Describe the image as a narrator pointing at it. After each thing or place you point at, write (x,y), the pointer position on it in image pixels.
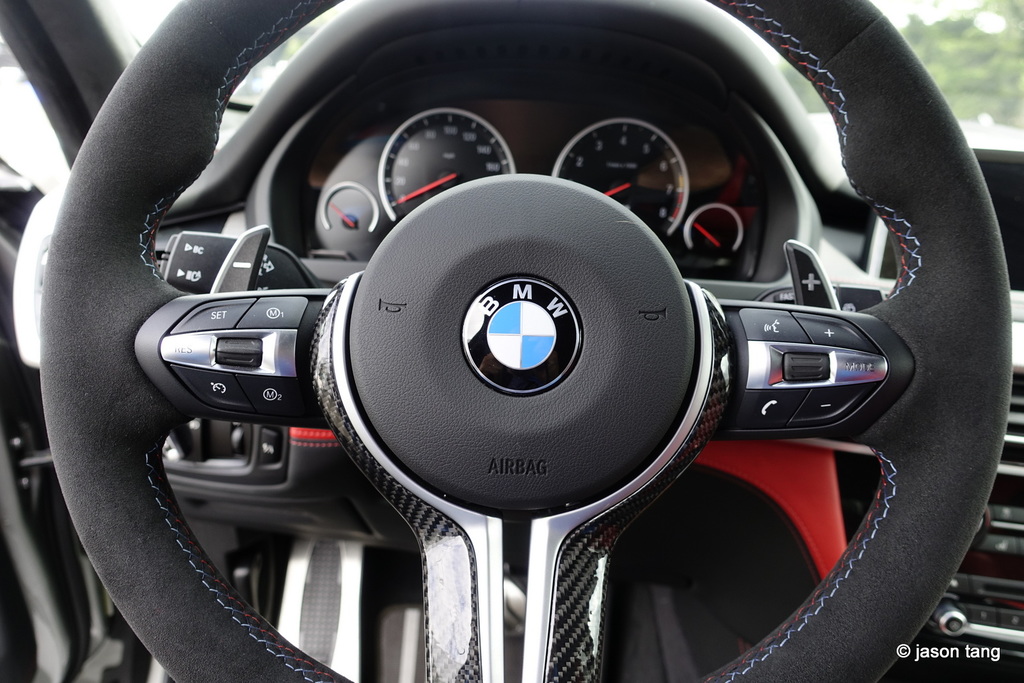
In this image I can see black colour steering (466,302) and speedometer (413,168) of a vehicle (511,185). I can also see something is written at few places and here I can see watermark (905,646).
